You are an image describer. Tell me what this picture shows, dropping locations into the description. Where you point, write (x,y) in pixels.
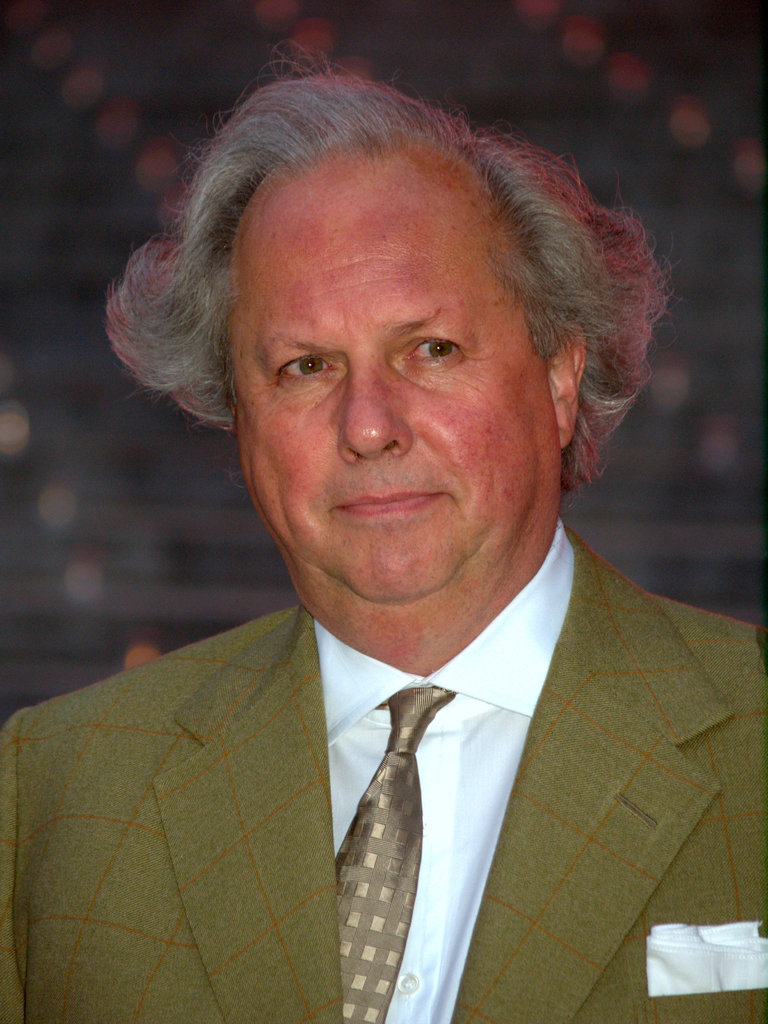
In the image a person (513,400) is standing and smiling.
